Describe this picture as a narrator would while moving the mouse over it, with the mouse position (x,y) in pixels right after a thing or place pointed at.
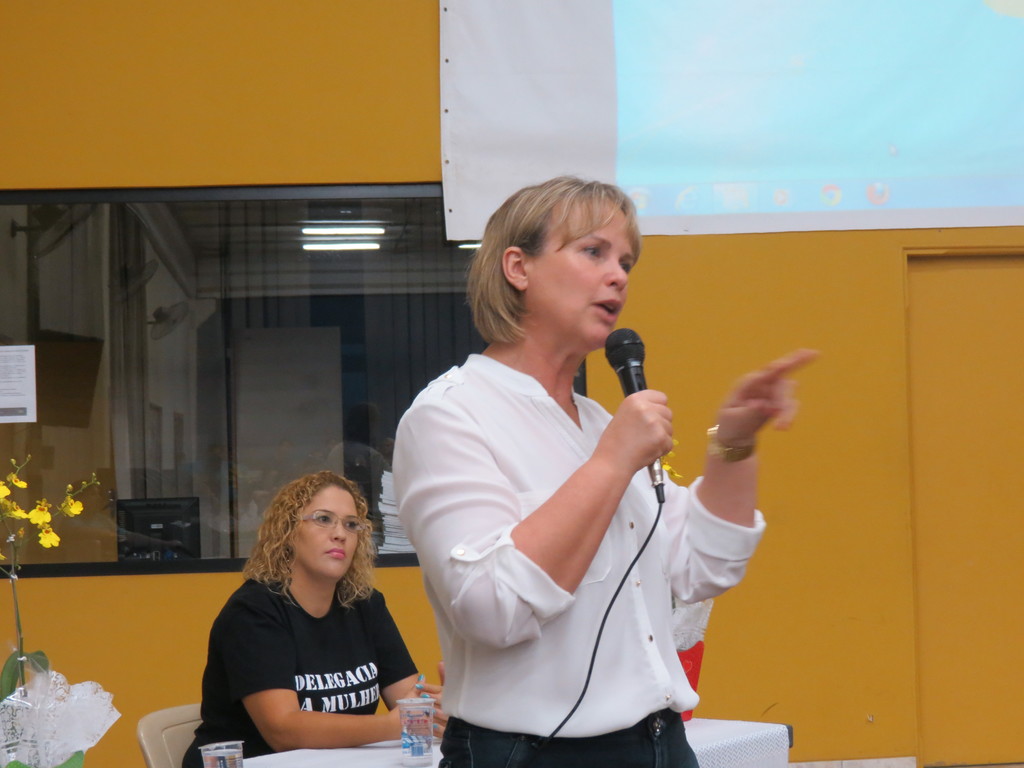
In the image there is a woman (439,440). Who is standing and holding her microphone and opened her mouth (611,302) for talking. There is another woman (387,612) who is sitting on chair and she was also having glasses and sat behind the table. On table (369,756) we can see a glass (422,734), cover (382,752). In background (874,429) there is a yellow color wall (874,375), screen (754,178), window (197,391), tubelight (346,245). On left side of the image (73,511) there are plant (13,524) with some flowers (32,520).
